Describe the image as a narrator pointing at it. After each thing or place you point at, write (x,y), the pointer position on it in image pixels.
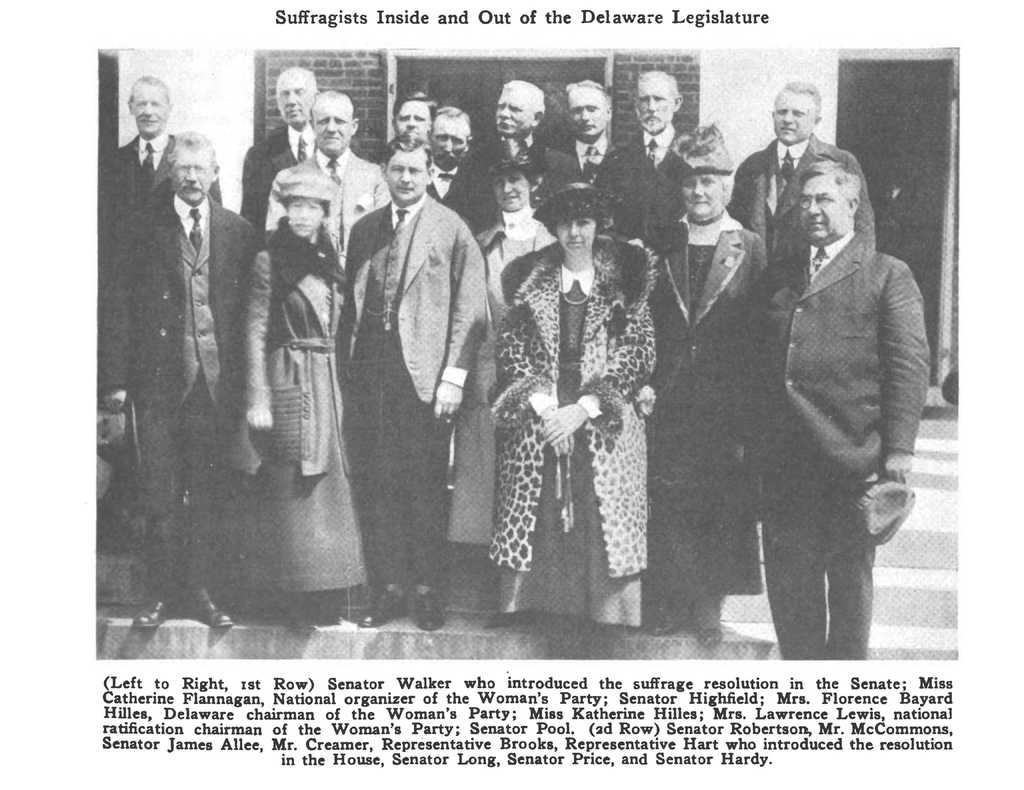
In this image, we can see an article (594,575). Here we can see a picture (636,464). In this picture, we can see a group of people (537,480) are standing on the stairs (895,534). Background (318,62) we can see brick wall (365,56).
